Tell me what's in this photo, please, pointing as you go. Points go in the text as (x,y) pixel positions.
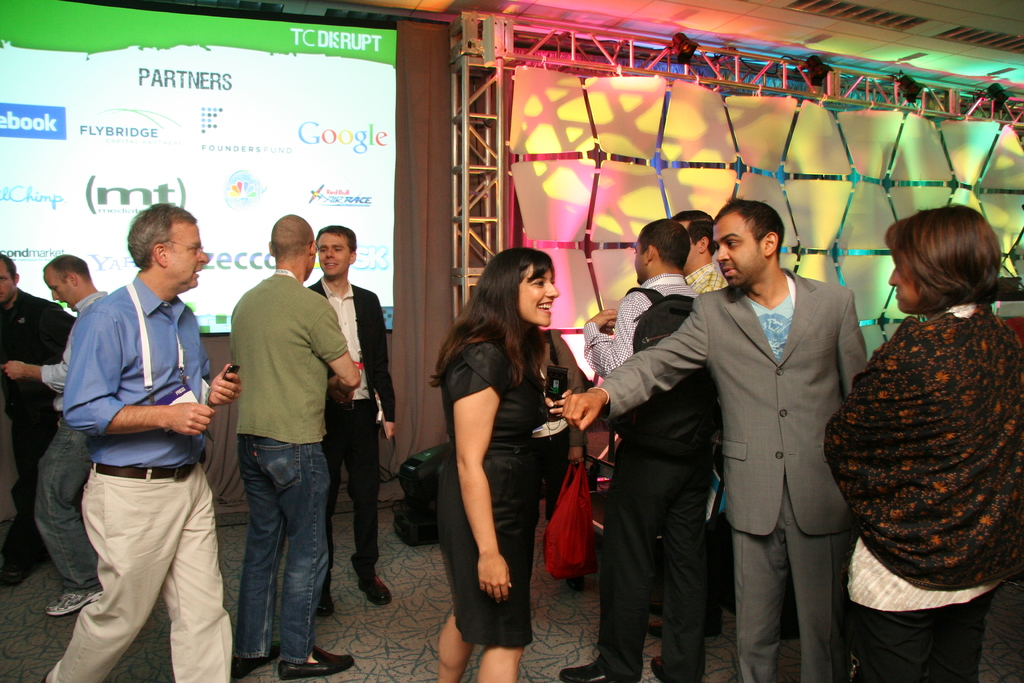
In this image, I can see a group of people (509,394) are standing on the floor (393,629). In the background (228,145), I can see a screen (304,200), metal rods (494,215), focus lights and a rooftop (960,50). This image taken, maybe in a hall (419,606).
